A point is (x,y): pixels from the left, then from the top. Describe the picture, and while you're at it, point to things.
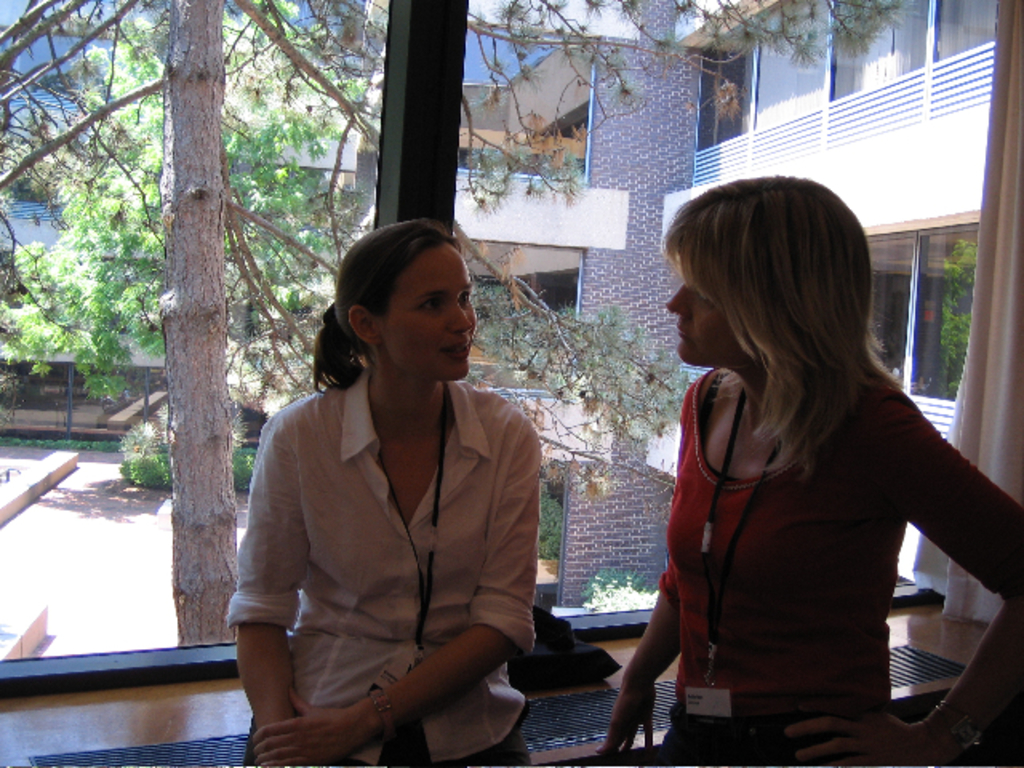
In this image I can see there two women (878,492) standing in front of the window (11,635), through window (772,91) I can see building (843,119) and trees (190,144) and trunk (188,233) of tree (204,122) visible.
